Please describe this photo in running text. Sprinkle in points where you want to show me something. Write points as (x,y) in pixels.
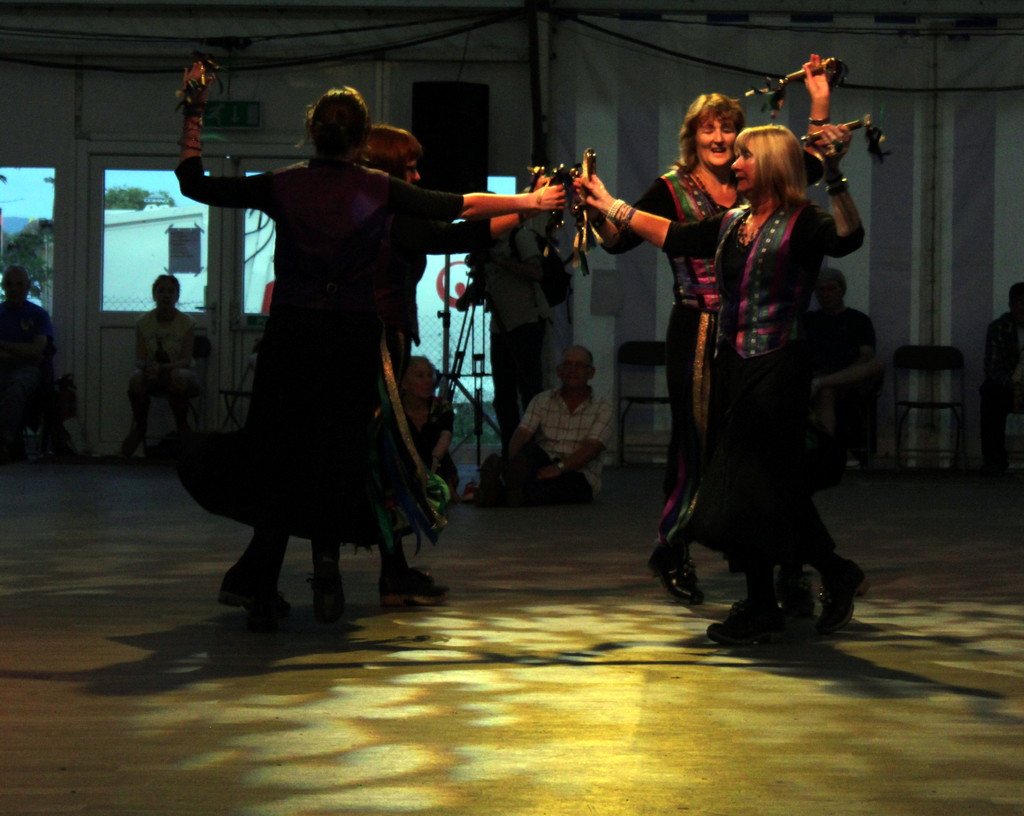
In this picture there are people (813,459) dancing on the floor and holding objects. In the background of the image (142,224) we can see people (503,247), chairs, wall (649,101), wires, door (245,329), poster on glass (199,287), stands (478,397), speaker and board (238,118).
